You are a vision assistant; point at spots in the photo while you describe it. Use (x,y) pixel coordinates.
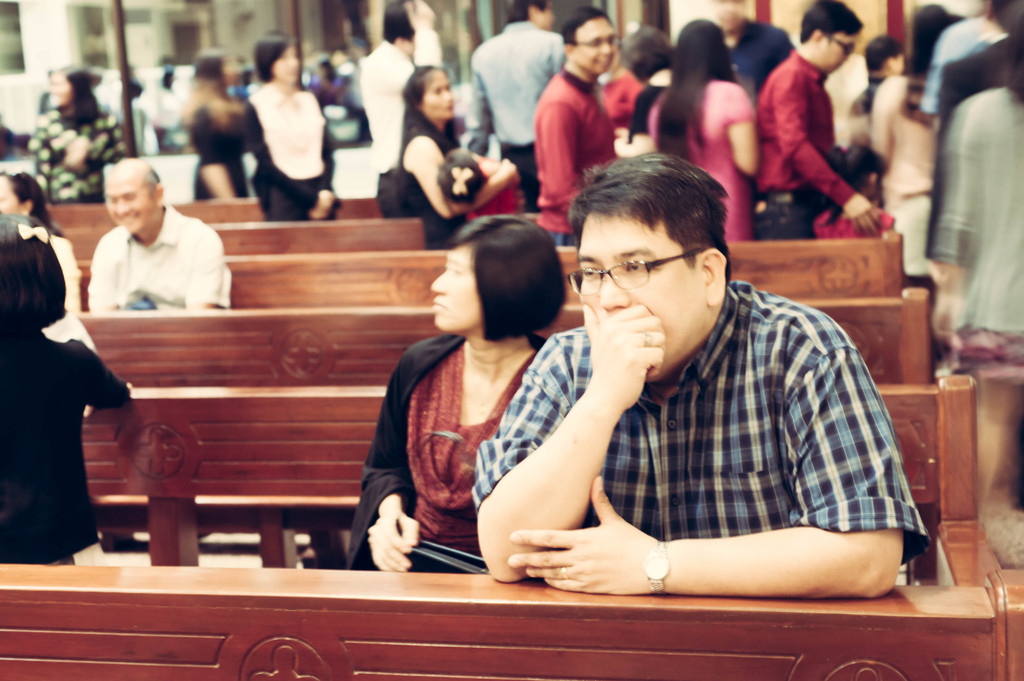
In this picture we can see people (585,95) standing and few are sitting on the benches (583,594).
